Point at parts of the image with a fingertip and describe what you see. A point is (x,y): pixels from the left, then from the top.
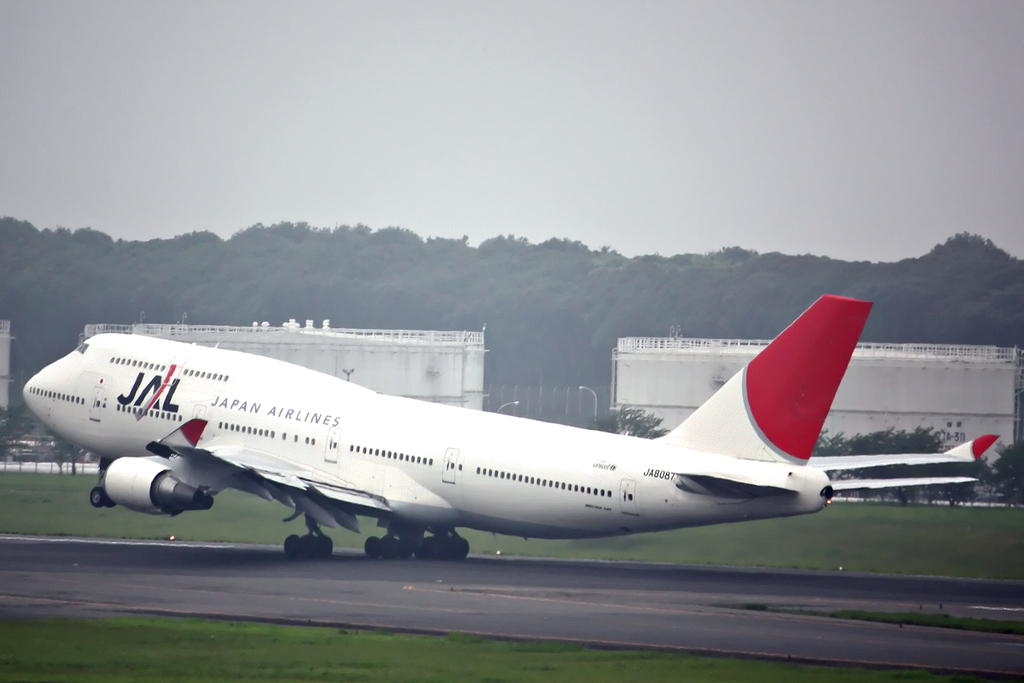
In the picture I can see a white color airplane (388,419) on the runway (381,592). Here we can see grass (613,680), trees (626,408), light poles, buildings (667,415) and the plain sky (414,198) in the background (719,155).
